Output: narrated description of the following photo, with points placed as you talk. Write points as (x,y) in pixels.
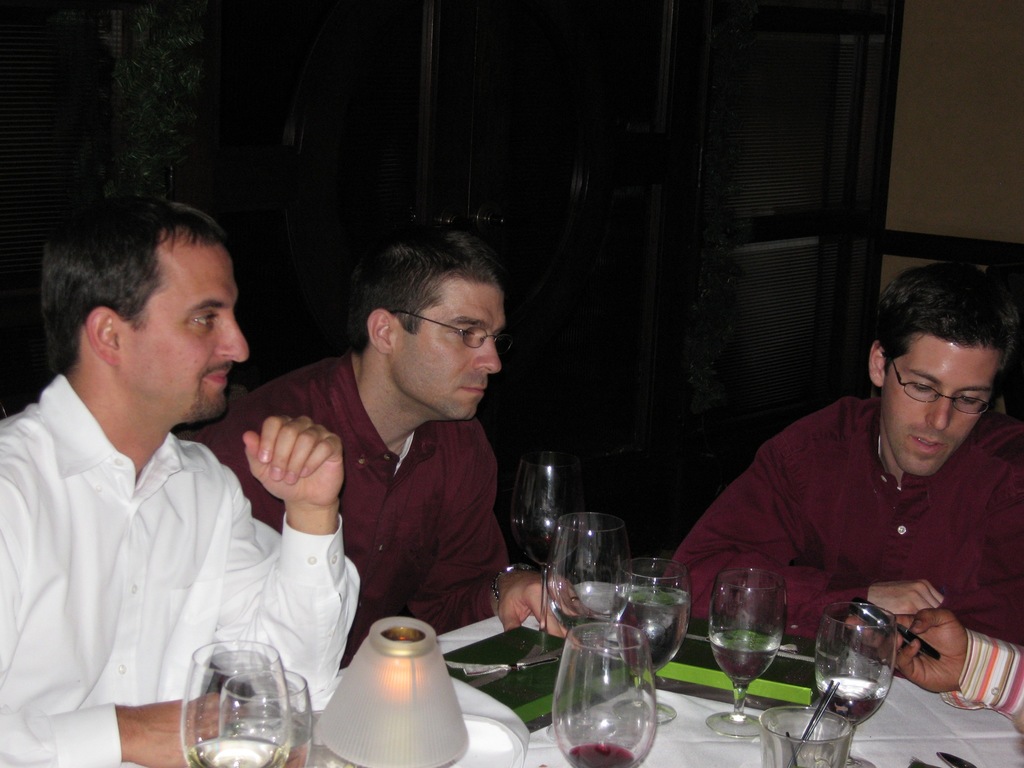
In this picture we can see three men (926,480) sitting on the chairs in front of a table (596,734). On the table (930,728) we can see drinking glasses (674,642) and a white cloth (943,733), spoons (924,767). At the right side of the picture (995,673) partial part of woman's hand (947,686) holding a mobile (917,641) is visible.
